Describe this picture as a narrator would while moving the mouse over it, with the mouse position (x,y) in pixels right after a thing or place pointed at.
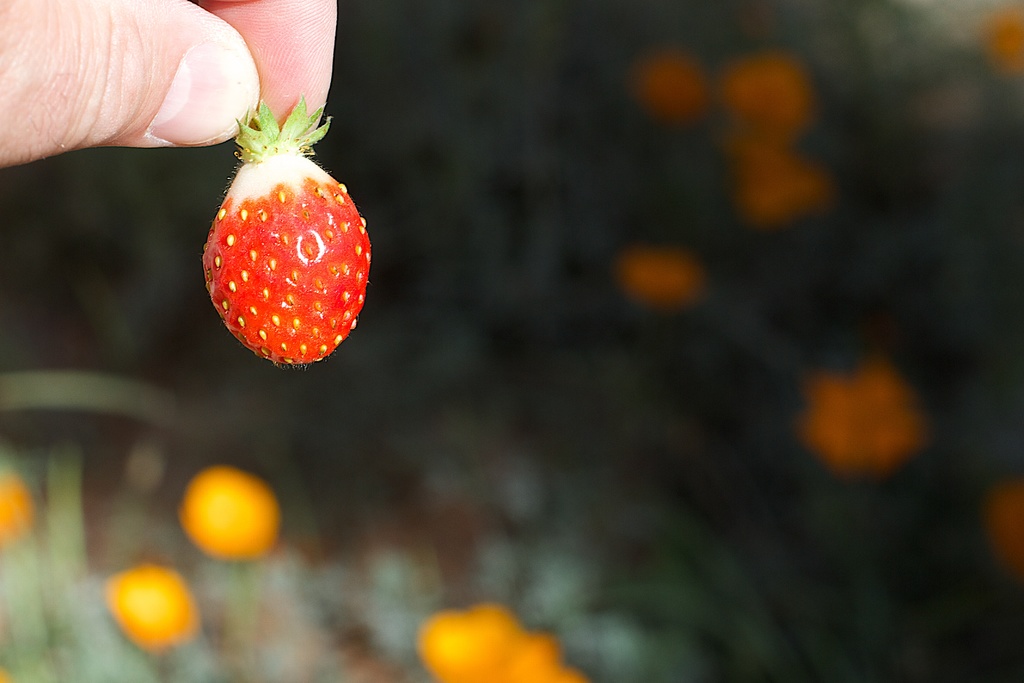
A human (287,101) is holding a strawberry (299,277) which is in red color.
